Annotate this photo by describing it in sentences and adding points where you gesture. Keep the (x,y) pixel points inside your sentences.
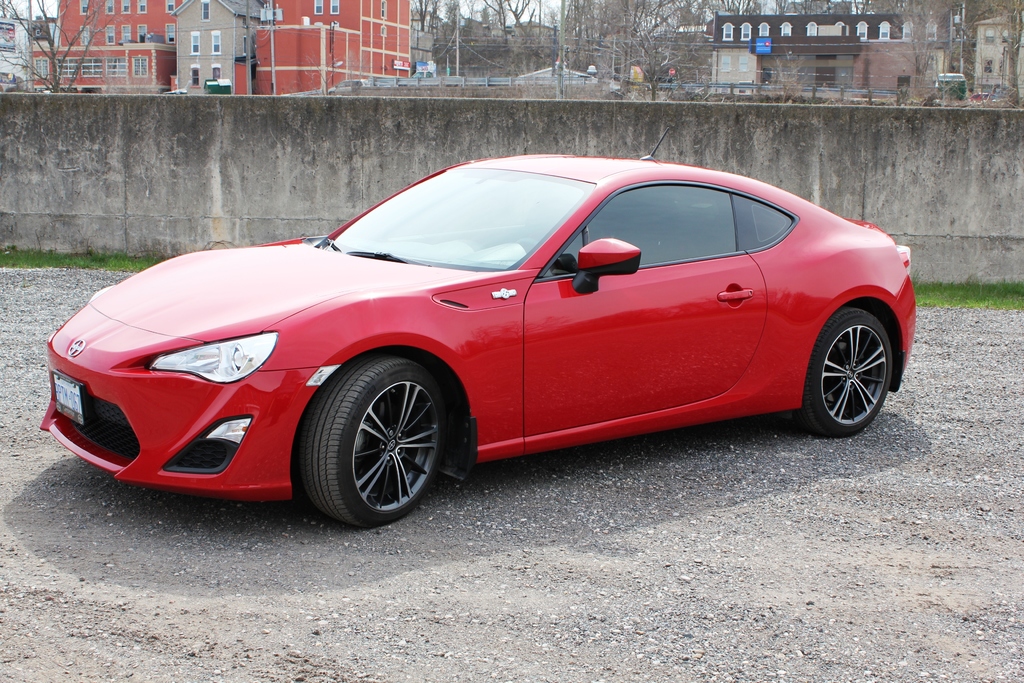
In this image I can see a car (269,263) which is in red color. Background (204,56) I can see few buildings (267,69) in cream, orange and brown color, I can also see few dried trees (515,56) and the sky (26,13) is in white color.
